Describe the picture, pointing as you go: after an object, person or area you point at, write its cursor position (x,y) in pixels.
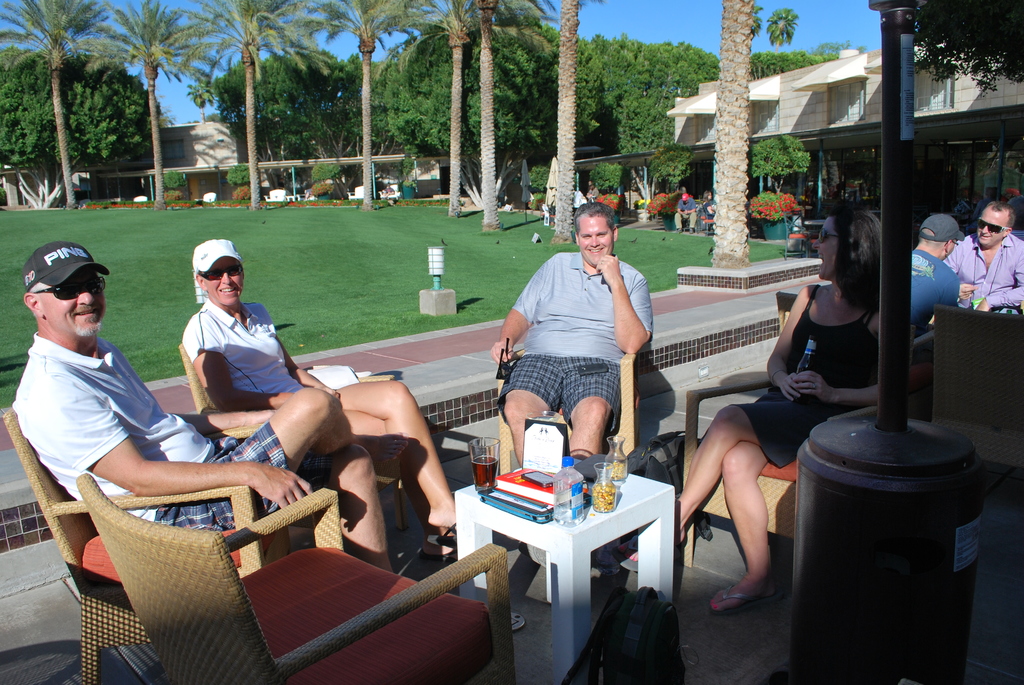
In this picture there are many people (800,338) sitting around the table (494,515) and there are food eatables (601,482) on top of a white table (557,537), in the background (712,171) we observe many trees (670,160) and small buildings (698,153). The picture is clicked in a resort (412,387).
